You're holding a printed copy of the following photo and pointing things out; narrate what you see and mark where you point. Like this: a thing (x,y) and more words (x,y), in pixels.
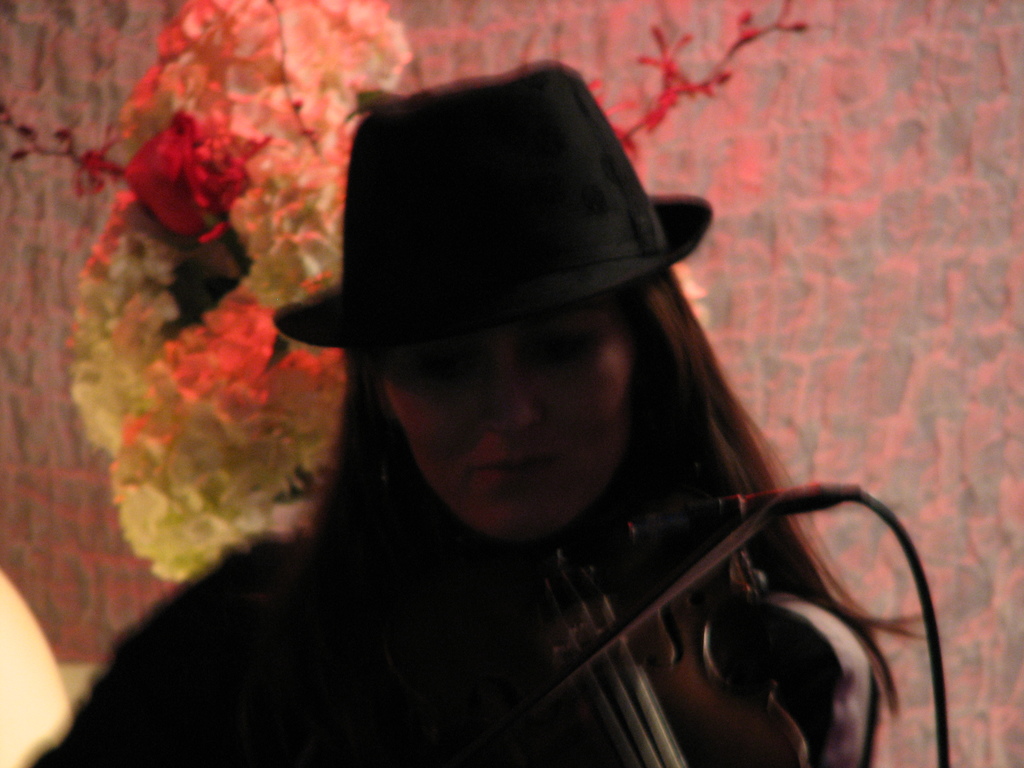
In this image I can see a woman (151,759) with musical instrument (582,678). I can see she is wearing a hat (537,191).
